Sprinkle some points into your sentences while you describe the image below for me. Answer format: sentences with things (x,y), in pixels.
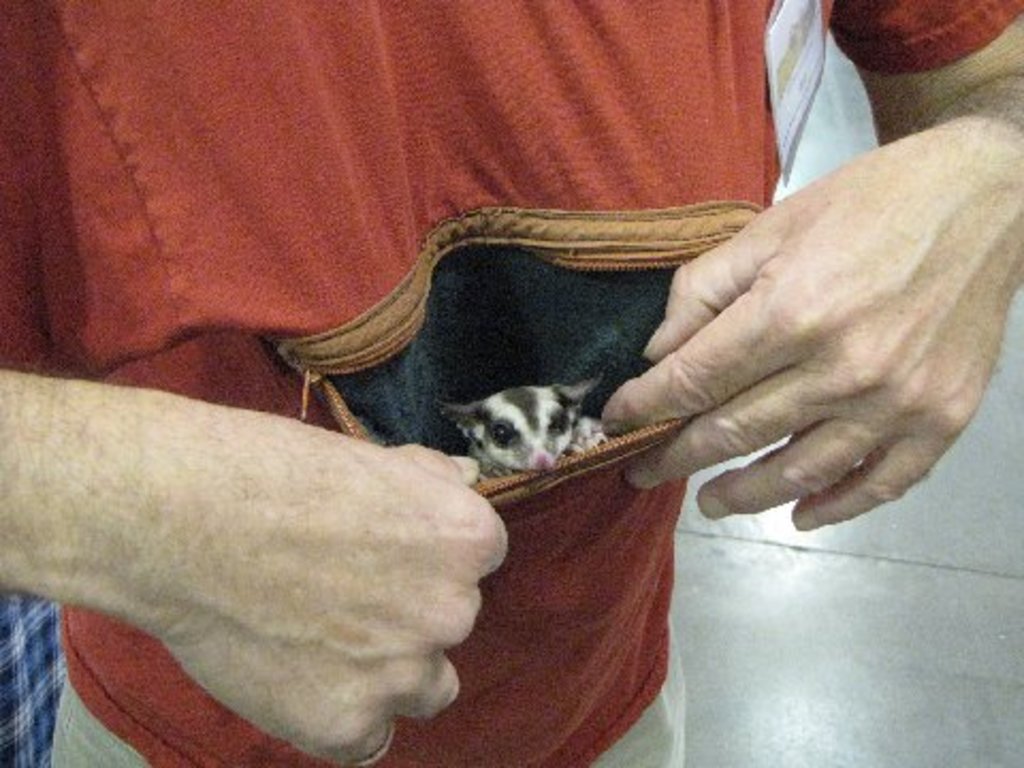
In the center of the image (681,478) there is a person (668,635). There is a sugar glider (581,394) in his pocket (469,396).
